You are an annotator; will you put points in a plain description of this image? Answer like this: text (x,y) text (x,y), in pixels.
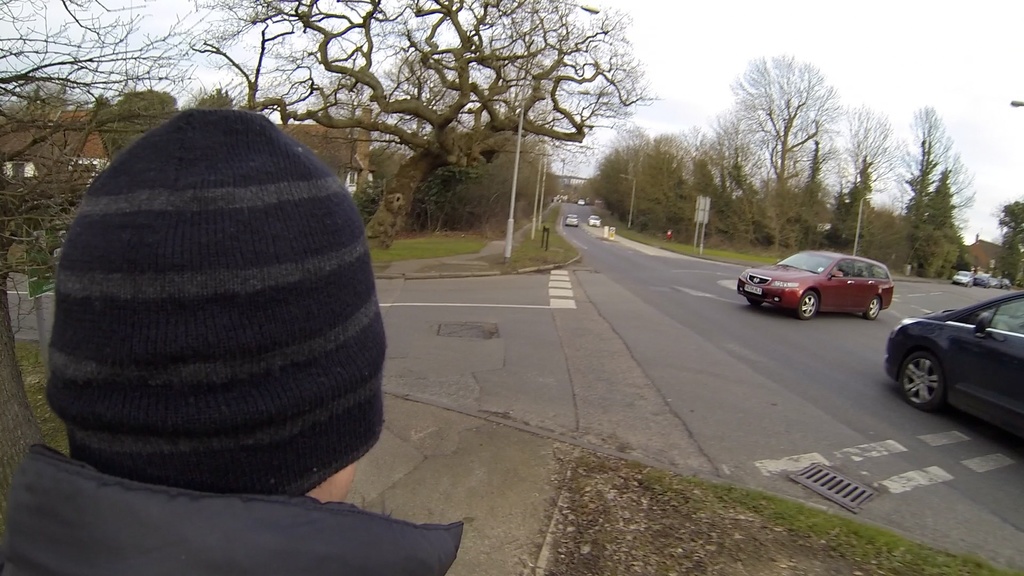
In this picture we can see cars (573,225) on the road (601,283), grass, trees (788,177), buildings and a person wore a cap (145,294) and in the background (917,74) we can see the sky (903,42).
